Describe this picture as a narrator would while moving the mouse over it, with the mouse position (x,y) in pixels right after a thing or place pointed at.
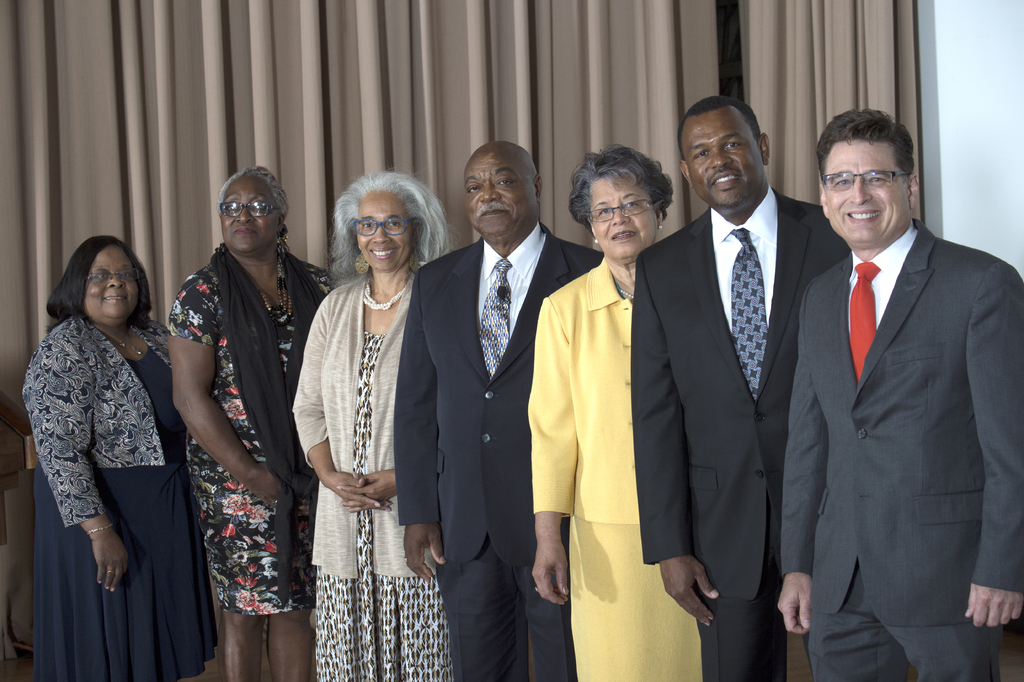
Here I can see few women (122,371) and men (486,314) are standing, smiling and giving pose for the picture. At the back of these people (535,315) I can see the curtain (654,72) on the wall (977,71).
